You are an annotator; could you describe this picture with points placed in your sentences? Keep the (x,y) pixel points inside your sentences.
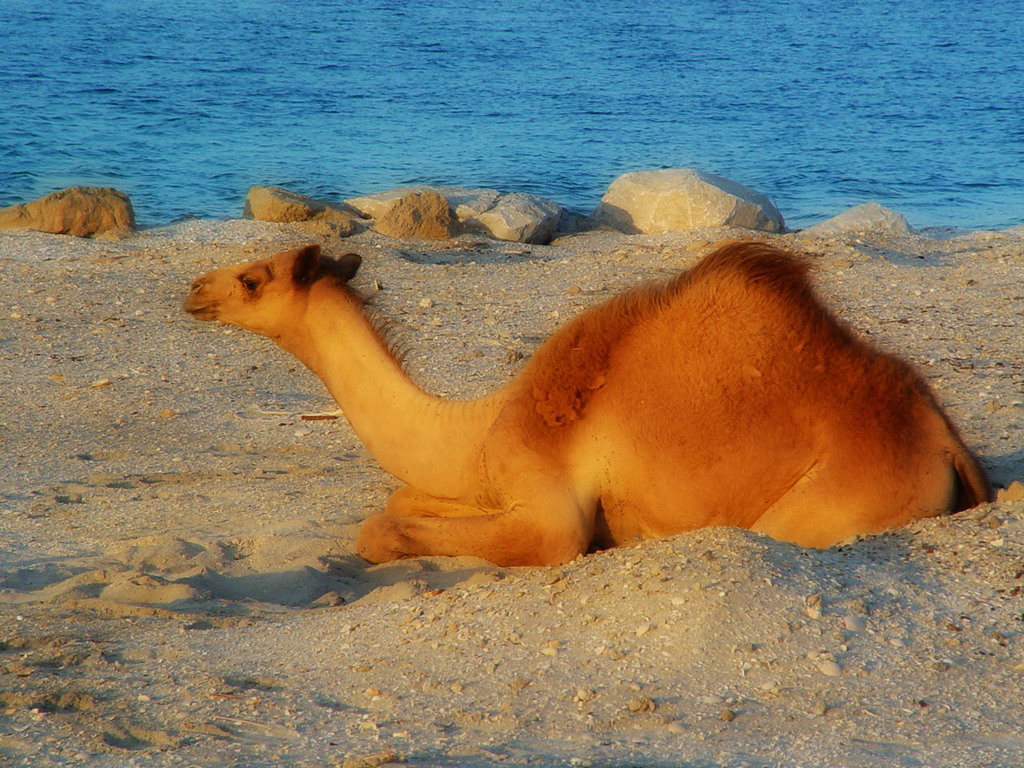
A camel (520,492) is sitting on the sand (909,539). There are rocks (79,228) and water (648,40) is present at the back (396,40).
